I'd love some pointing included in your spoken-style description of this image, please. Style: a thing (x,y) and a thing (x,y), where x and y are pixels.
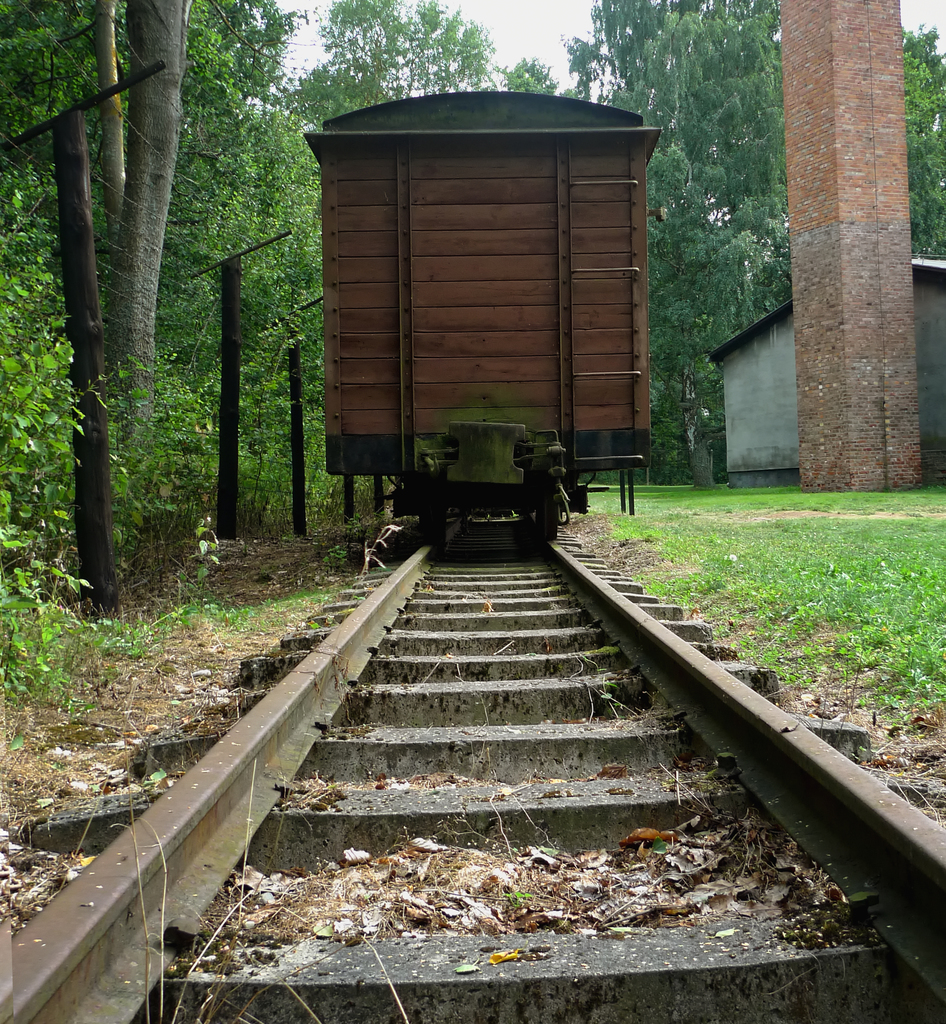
In the image there is a railway track (169,893) in the foreground (214,814), on the railway track (205,807) there is a train (392,422) and around the train (455,392) there is grass (926,600), a pillar (852,304), house (726,370) and trees (144,263).
